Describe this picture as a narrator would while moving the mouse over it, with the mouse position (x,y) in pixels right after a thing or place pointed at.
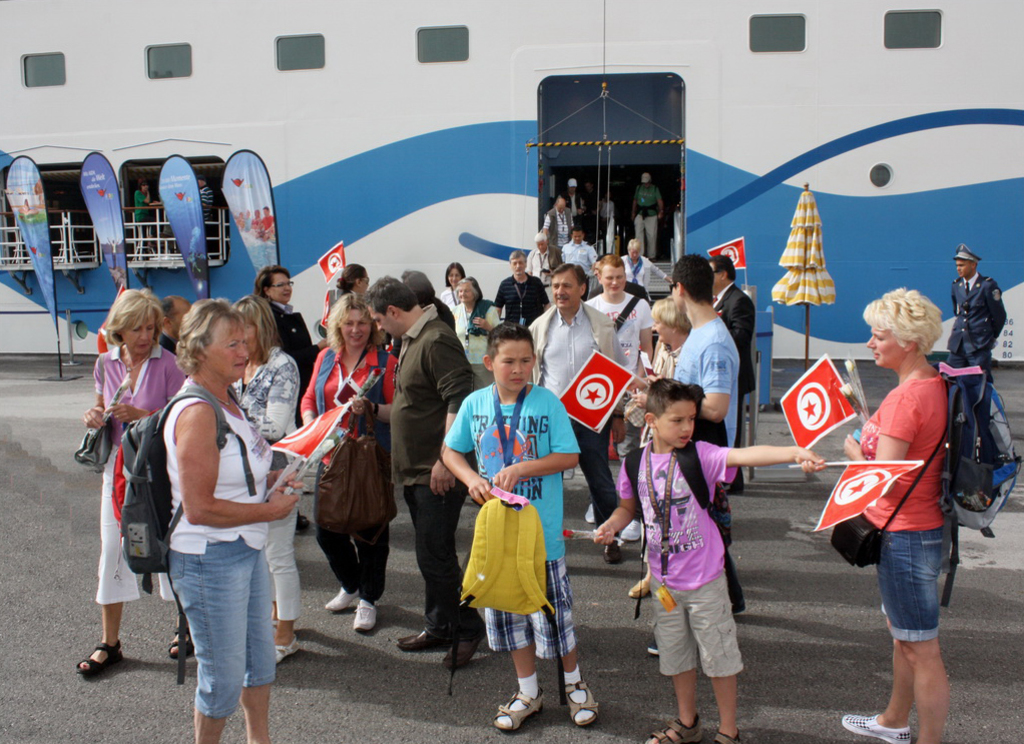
In this image there are persons (431,388) standing and walking and there are persons (238,409) holding flags (825,435) in their hands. In the background (799,277) there is an umbrella (808,263) which is yellow in colour and there is a ship (396,156) and there are persons (589,206) standing inside the ship (374,197) and there is a railing (141,237) and there are objects (49,237) in front of the railing (132,229).
